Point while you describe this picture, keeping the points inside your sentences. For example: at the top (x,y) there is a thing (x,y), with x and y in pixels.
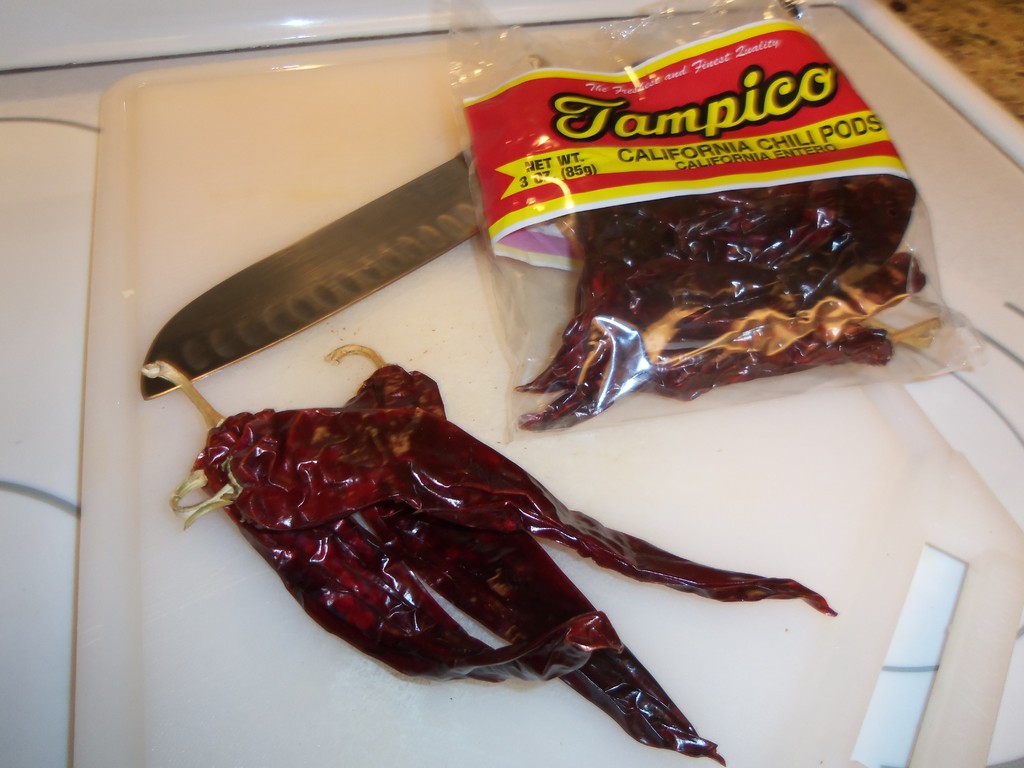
We can see tray (306,706), red chillies (434,417), knife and cover (668,285) on the platform (963,404).
